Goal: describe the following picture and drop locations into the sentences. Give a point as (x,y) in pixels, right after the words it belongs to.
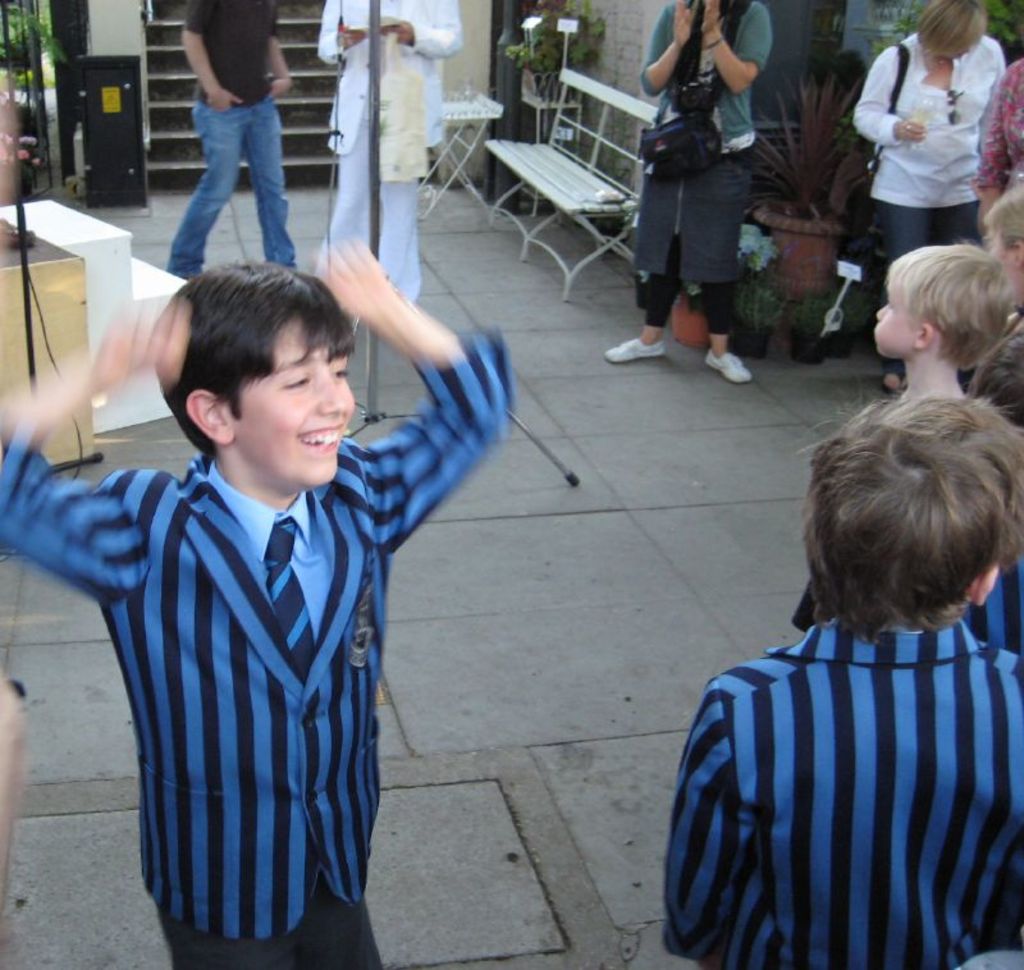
There is a crowd (841,965) standing on the floor (469,753) and at one corner there is a seating chair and other corner there is a flower pot (753,282). And one boy (473,406) is laughing at the other.
